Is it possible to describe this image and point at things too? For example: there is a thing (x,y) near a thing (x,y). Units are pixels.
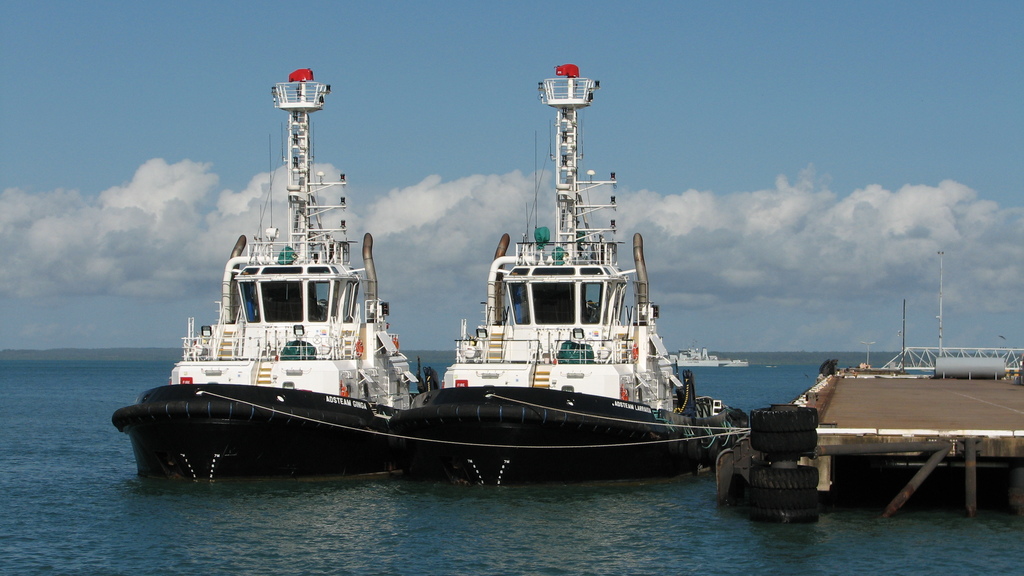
In this image we can see boats (613,381) placed in water (567,558) containing some poles (577,100), staircase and some lights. On the right side of the image (971,365) we can see metal frame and a container (979,377) on the ground (918,432). In the background (744,365), we can see a ship (715,362), hill (795,362) and the cloudy sky (821,316).
